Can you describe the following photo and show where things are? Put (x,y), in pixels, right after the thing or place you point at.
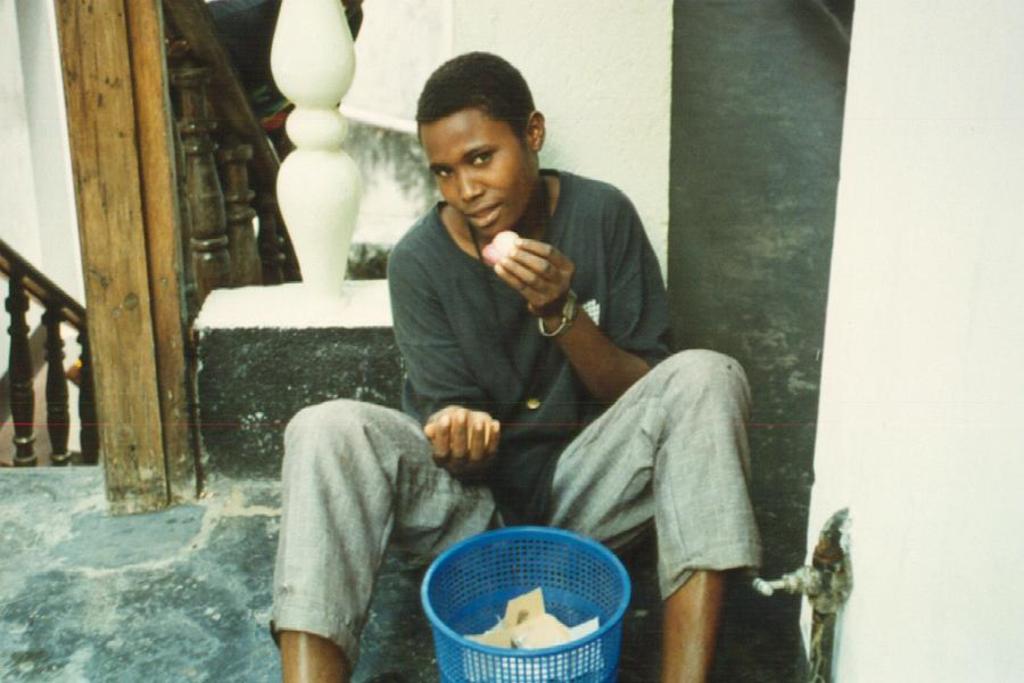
In this image there is a person (504,399) sitting on the floor (405,673) and holding an object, and there are papers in a dustbin (538,542), and in the background (11,268) there is a staircase (79,399).
